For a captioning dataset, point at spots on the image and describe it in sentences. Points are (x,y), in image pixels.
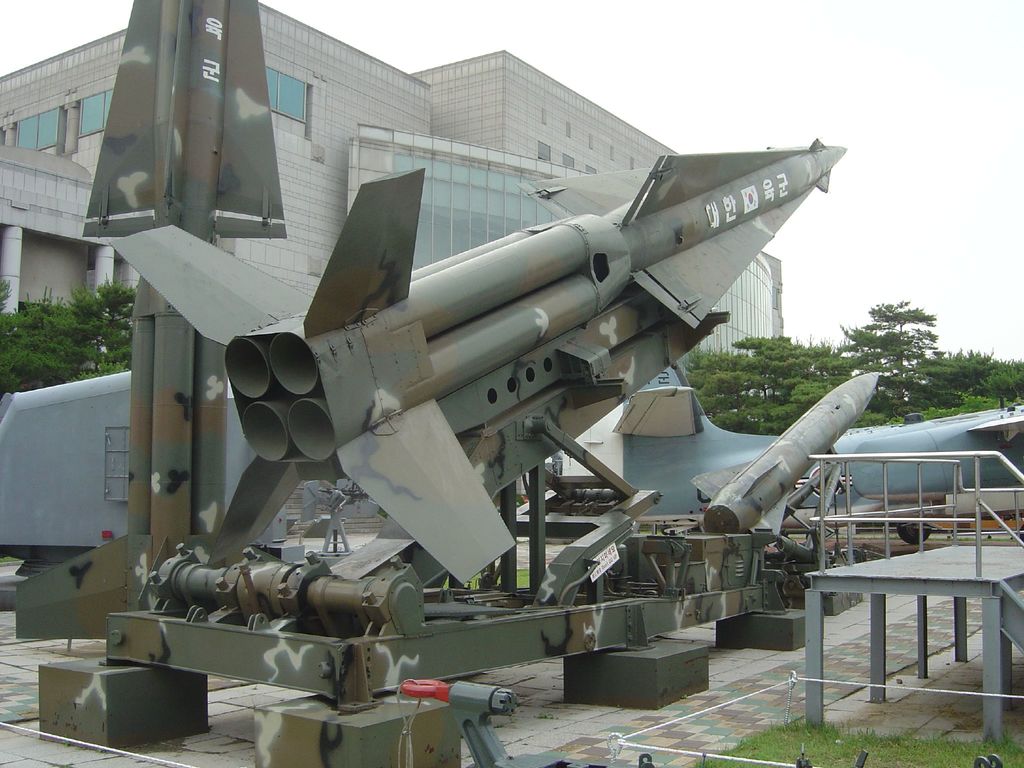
In the picture there are few missiles (777,481) kept on the ground (273,693) and behind the missiles (764,487) there is a huge building (522,155) and there are many trees (893,378) in front of that building (753,289).
